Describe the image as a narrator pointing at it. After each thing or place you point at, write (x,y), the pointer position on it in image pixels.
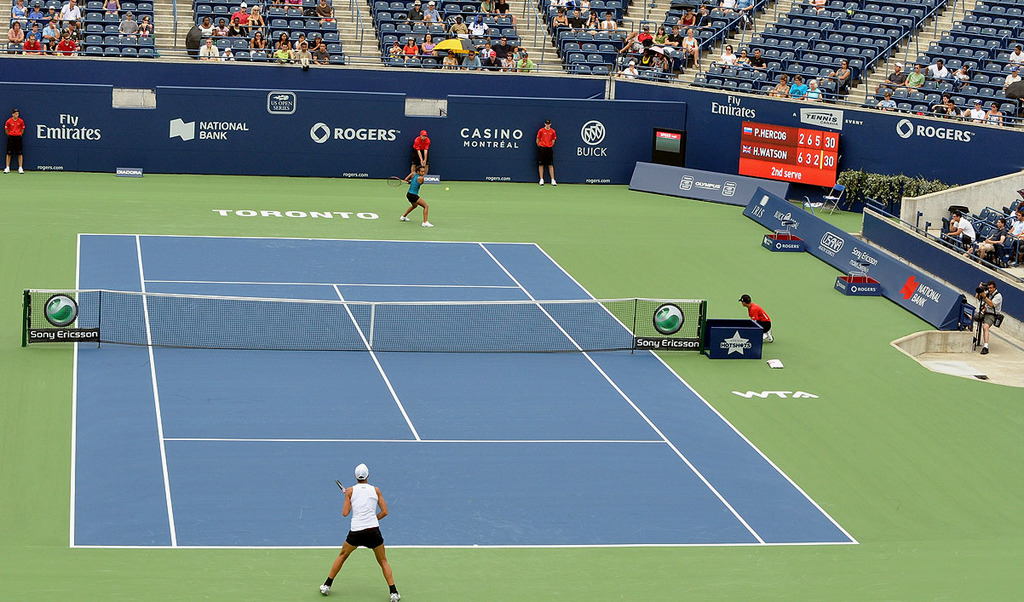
It is a tennis court (344,408) where we can see two people (368,530) playing in front of them there is a net (200,345) and one ball kid (758,316) is there and one camera man (990,324) is there. There are so many seats (114,29) and people (213,52) are there watching the game. Players (342,557) are holding rackets (395,186) in their hands (408,183).
